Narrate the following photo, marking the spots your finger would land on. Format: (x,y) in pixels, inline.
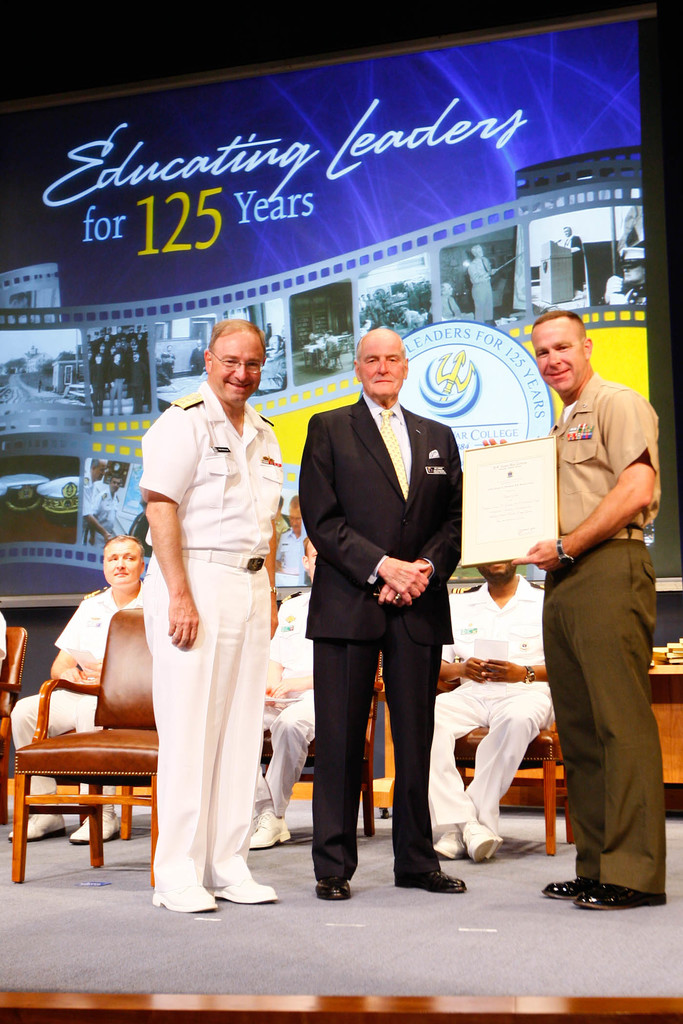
In this image we can see group of people (610,699) standing on the stage (140,927). One person (616,621) is wearing light brown shirt (607,427) and holding a certificate (513,521) in his hand (538,556). One person (267,465) is wearing white uniform (236,435) and spectacles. In the background (125,538) we can see group of people (81,676) sitting on chairs (530,746) and a screen (406,198).
